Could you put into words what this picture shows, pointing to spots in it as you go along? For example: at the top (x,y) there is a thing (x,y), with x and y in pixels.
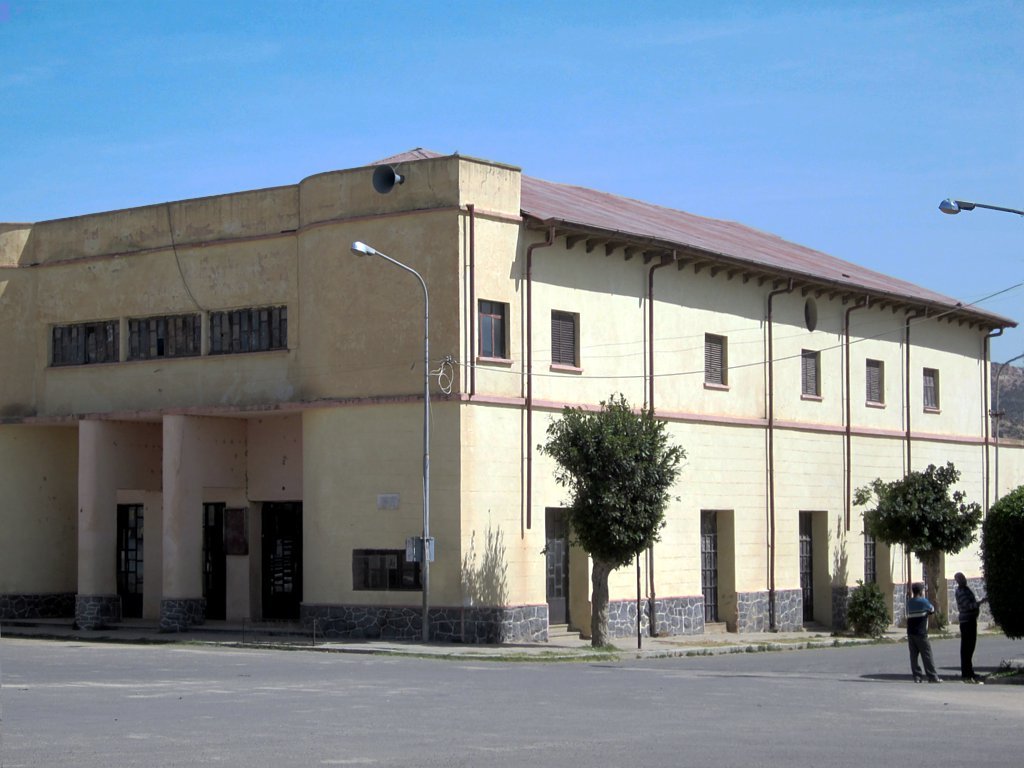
In this image we can see a building (511,310) with windows (419,568) and a roof (608,202). We can also see some trees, the street poles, two people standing on the ground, some wires (509,370) and the sky (533,111).
